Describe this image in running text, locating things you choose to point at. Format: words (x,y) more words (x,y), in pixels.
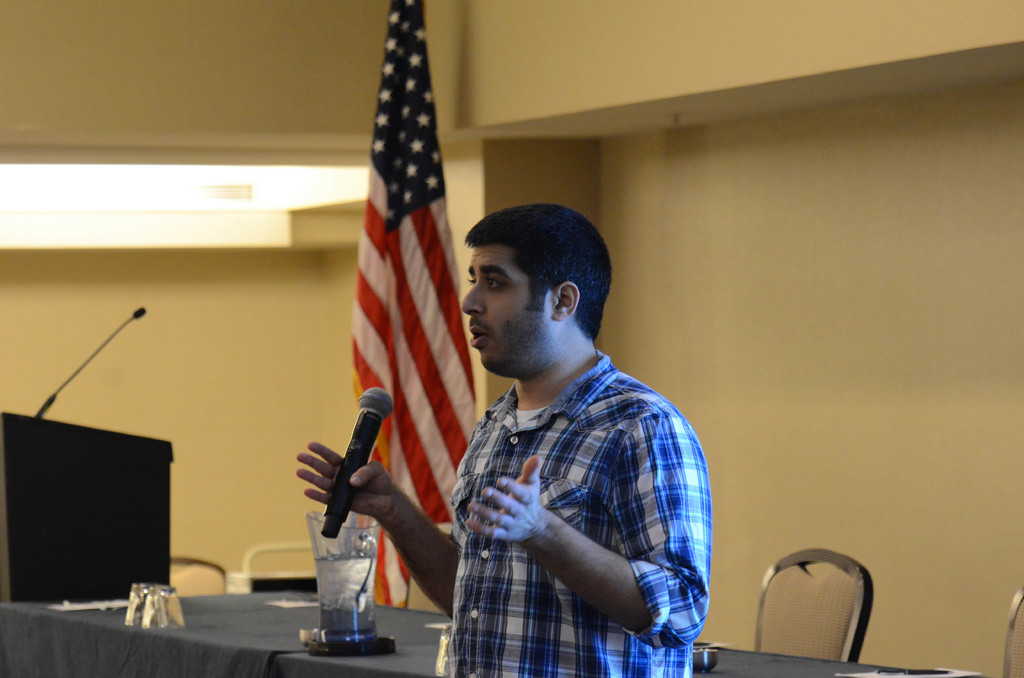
there is a man (687,497) standing holding a microphone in hand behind him there is a table (402,662) and the flag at the back (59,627).
